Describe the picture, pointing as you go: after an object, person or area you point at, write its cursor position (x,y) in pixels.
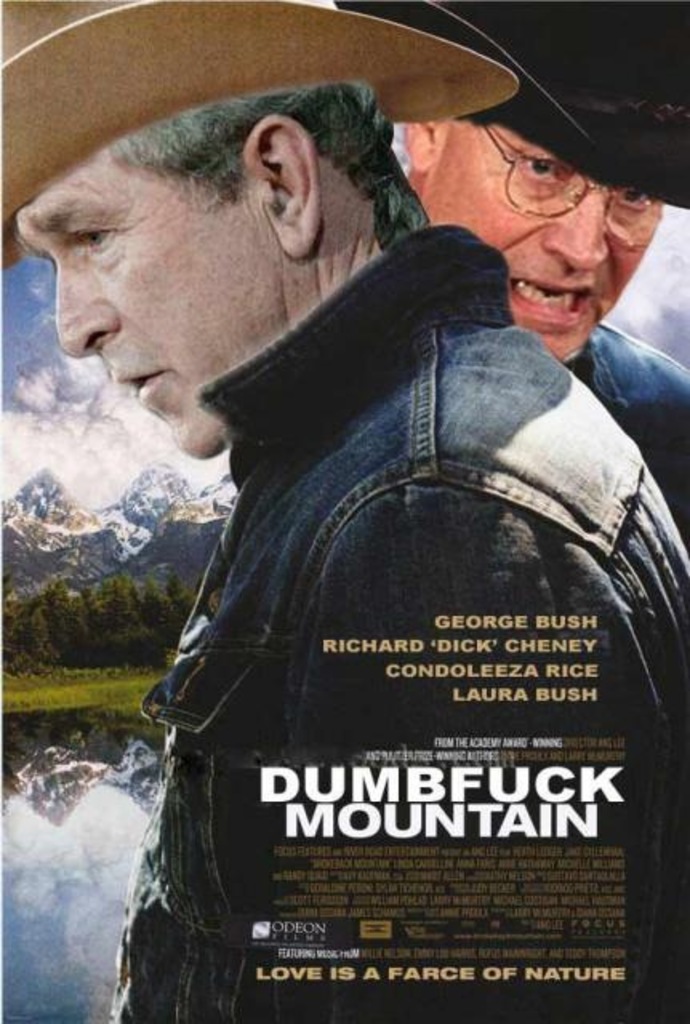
As we can see in the image there is a banner (479,410). On banner (472,414) there are two people (511,426) wearing black color jackets (403,420), water (70,791), hills (72,541), sky (124,395) and some matter (531,798) written.
